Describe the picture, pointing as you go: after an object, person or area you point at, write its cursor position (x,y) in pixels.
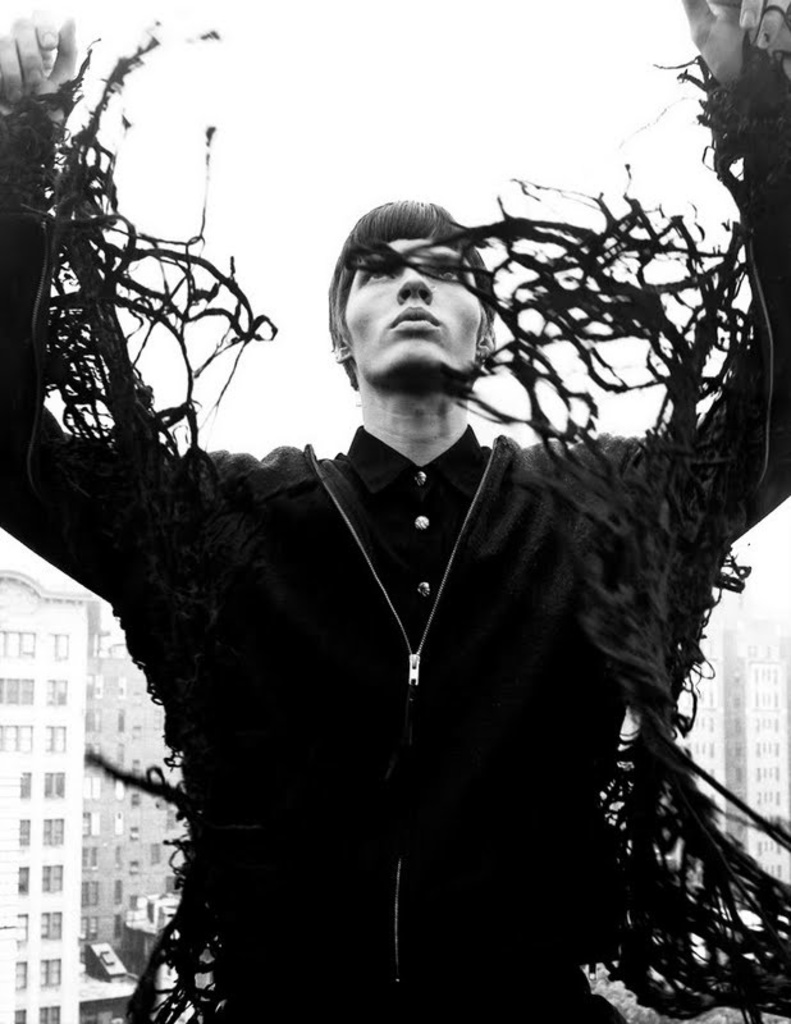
The man (388,657) in black shirt (449,541) and black jacket (346,781) is standing in front of the picture. Behind him, we see something in black color. There are buildings (8,723) in the background (47,601). At the top of the picture (433,105), we see the sky (342,81).
